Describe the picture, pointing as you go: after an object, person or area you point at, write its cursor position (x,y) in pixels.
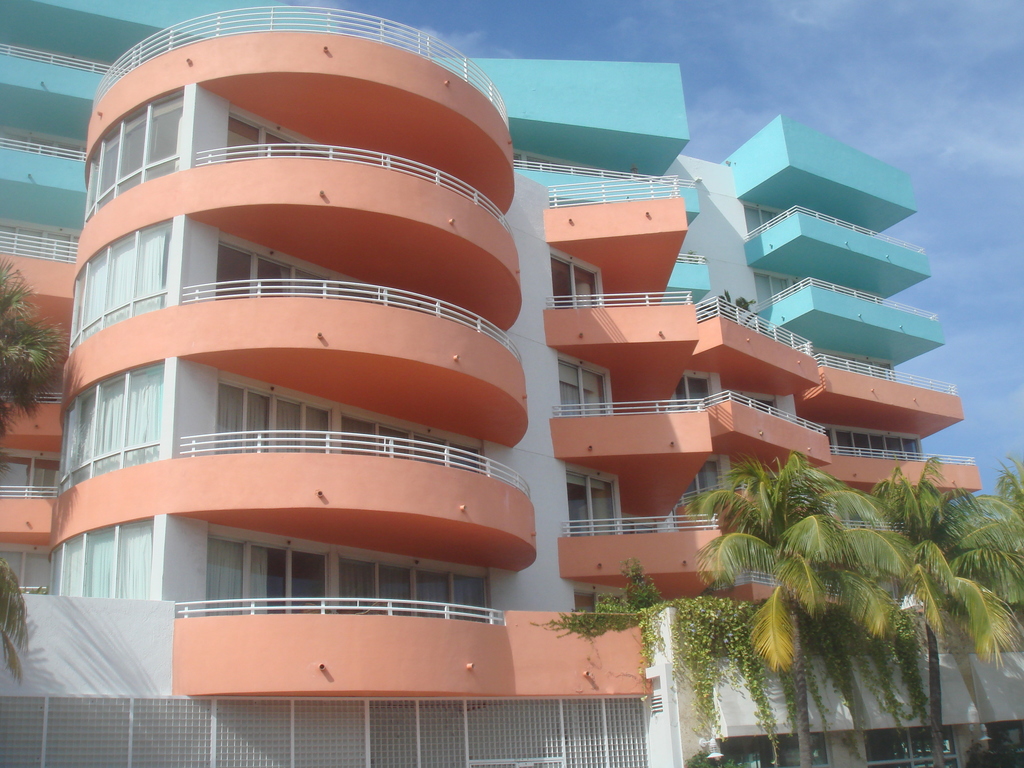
In this image, we can see the building (355,111) with grills (237,765), fencing (176,736) and a couple of trees (933,636), plants (827,619) and the sky (972,133) with cloud (974,147).
